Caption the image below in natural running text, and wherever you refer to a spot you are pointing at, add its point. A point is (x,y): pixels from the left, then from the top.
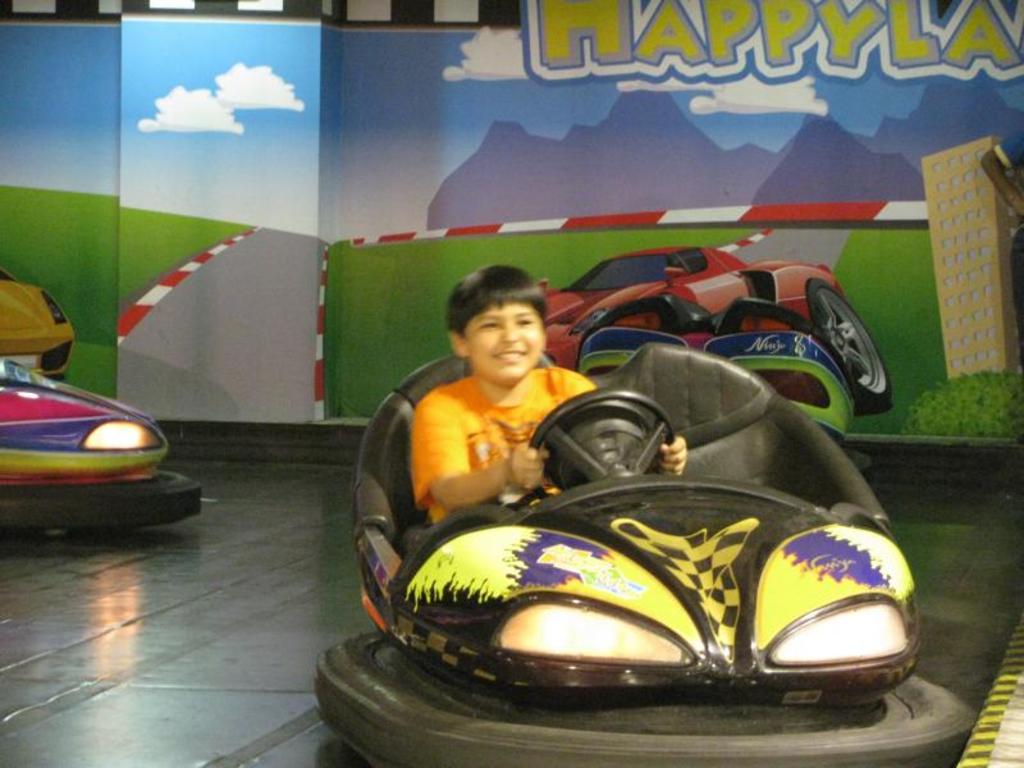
The picture consists of a boy (501,324) sitting a cart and driving it. In the background (862,412) we can find wall (365,291) with full of painting (388,305).
